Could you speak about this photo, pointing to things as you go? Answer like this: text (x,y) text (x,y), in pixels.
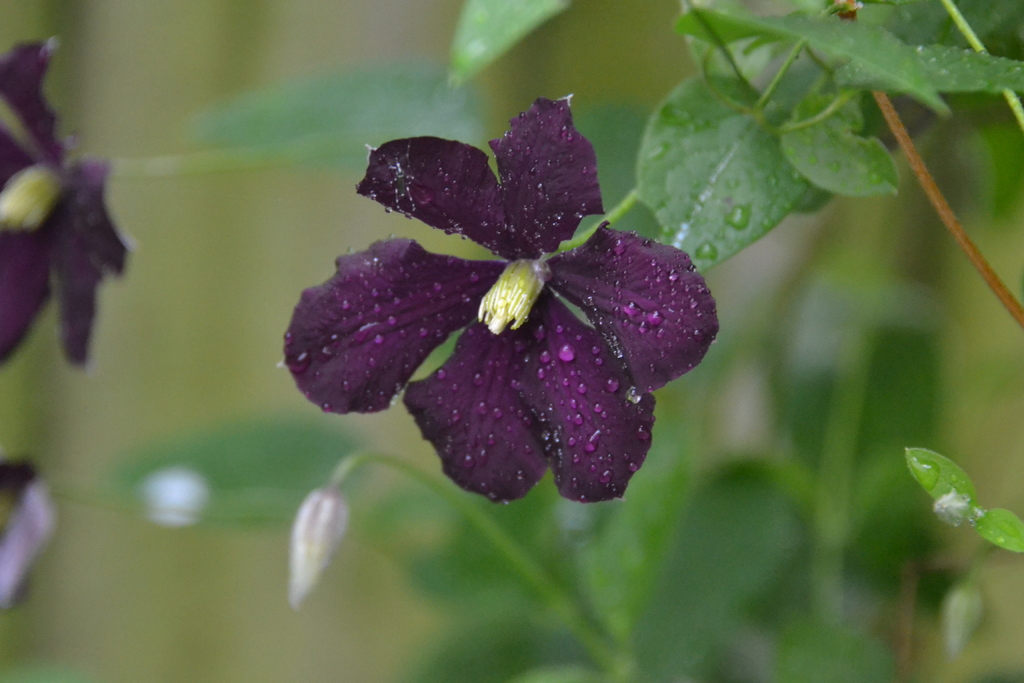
In this image I can see a flower (640,371) which is purple in color to a plant (721,173) which is green in color. I can see the blurry background (333,507) in which I can see few flowers (96,211) and plants (268,489).
